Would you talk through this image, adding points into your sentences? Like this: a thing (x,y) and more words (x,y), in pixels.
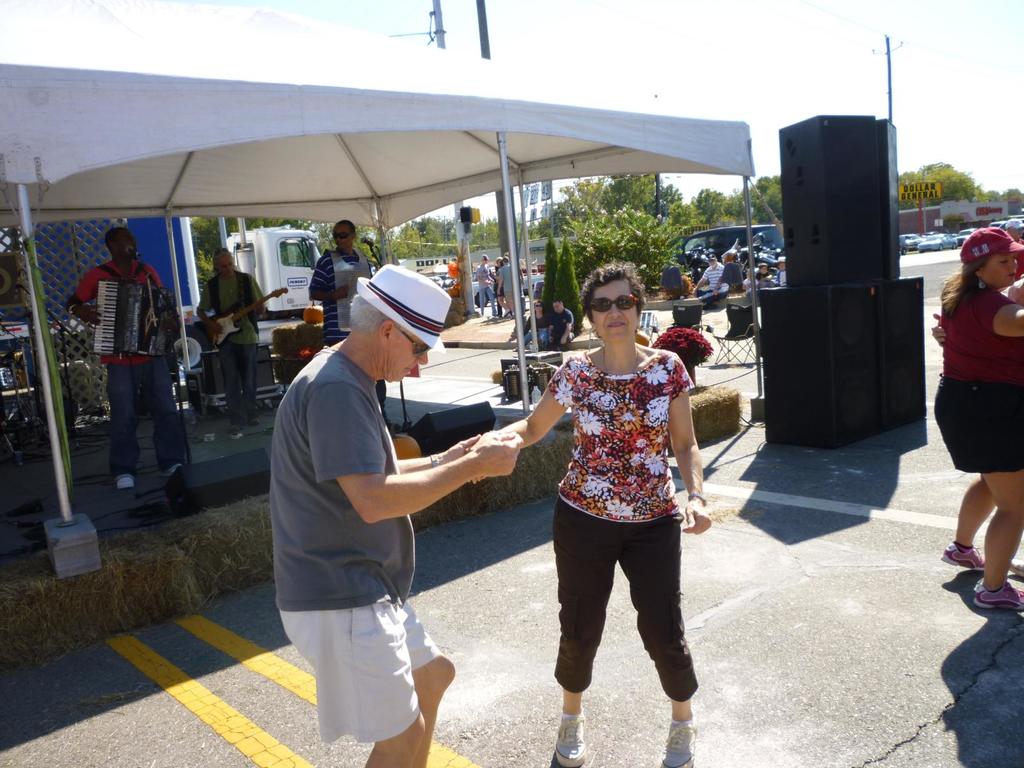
This image is taken outdoors. At the bottom of the image (792,710) there is a road (255,715). In the background (433,232) there are many trees (314,226) and a few plants (669,248). Many cars (907,234) are parked on the road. A few people (494,281) are standing on the road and a few (536,319) are sitting. On the right side of the image (1006,374) there is a woman (969,441) and there are a few speaker boxes (812,328). On the left side of the image (156,152) there is a tent (282,165) and a truck (155,250) is parked on the road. There is a dais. Three men (141,362) are standing on the dais (201,448) and playing music with musical instruments (158,308) and there is a mic (372,250). In the middle of the image (394,327) a woman (660,474) and a man (357,615) are standing on the road (509,578).
